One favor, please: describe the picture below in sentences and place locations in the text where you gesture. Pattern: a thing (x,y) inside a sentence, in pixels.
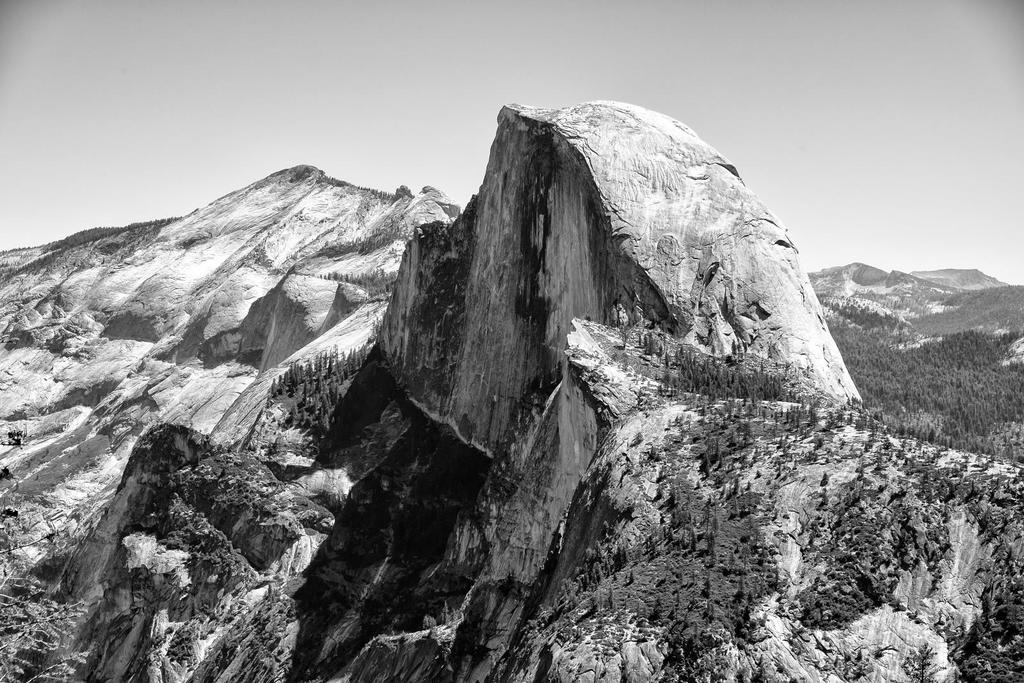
This is a black and white picture. In this picture, there are hills (464,526), trees (712,395) and the sky (363,147).
